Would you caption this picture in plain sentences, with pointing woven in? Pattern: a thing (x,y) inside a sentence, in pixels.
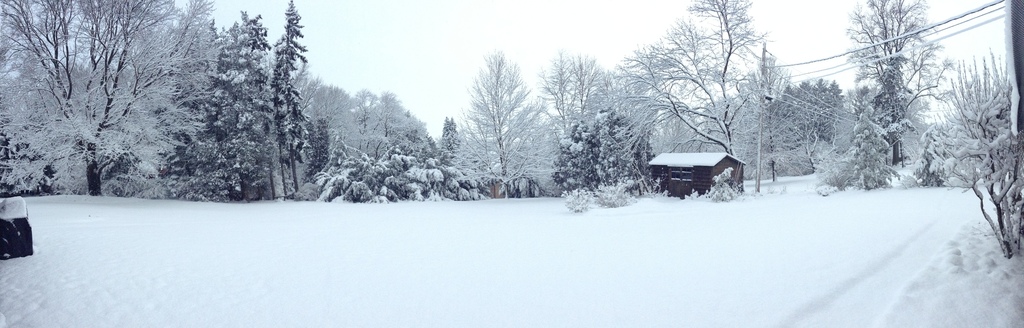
In this image, on the right side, we can see electric wires (900,43) and a house (700,180) which is filled with snow (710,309). In the background (201,188), we can see some trees (25,190) which are filled with snow (35,146). At the top (441,44), we can see a sky (433,34), at the bottom (673,251), we can see some plants (584,201) and a snow (90,269).
